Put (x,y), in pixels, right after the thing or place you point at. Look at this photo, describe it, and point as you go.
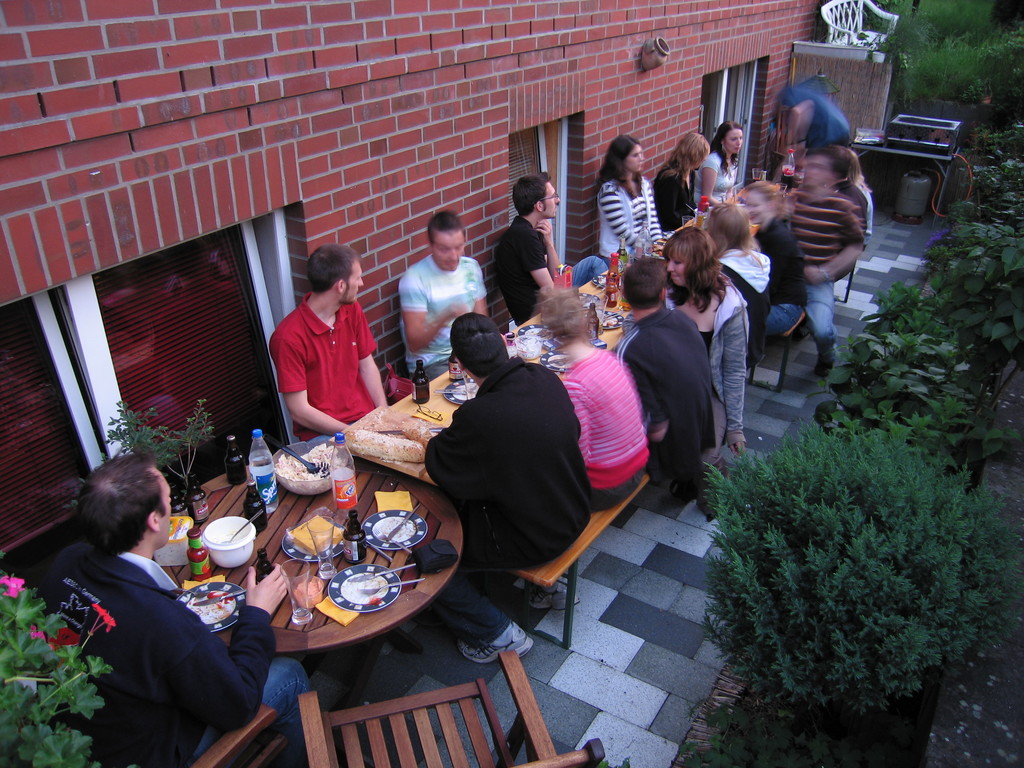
This picture seems to be of outside. On the right (964,468) we can see the plants (980,235) and in the center (517,446) there are group of persons (458,463) sitting on the benches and there is a table (234,498) on the top of which food items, plates (345,584) bottles (351,483) are placed. In the background (341,72) we can see the wall (355,30) which is in red color and a machine (917,141) placed on the top of the table (918,152).
